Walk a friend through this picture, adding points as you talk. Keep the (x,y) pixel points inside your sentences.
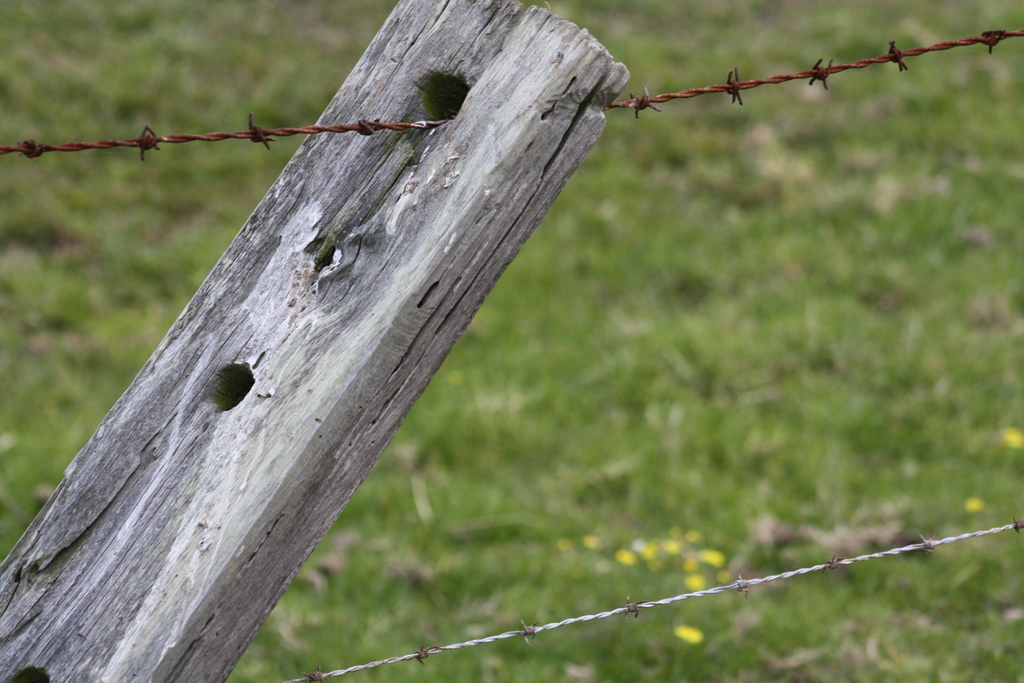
In this image there is a wooden stick (303,191) and metal fence (536,628), behind them there's grass (450,367) on the surface (142,335).
